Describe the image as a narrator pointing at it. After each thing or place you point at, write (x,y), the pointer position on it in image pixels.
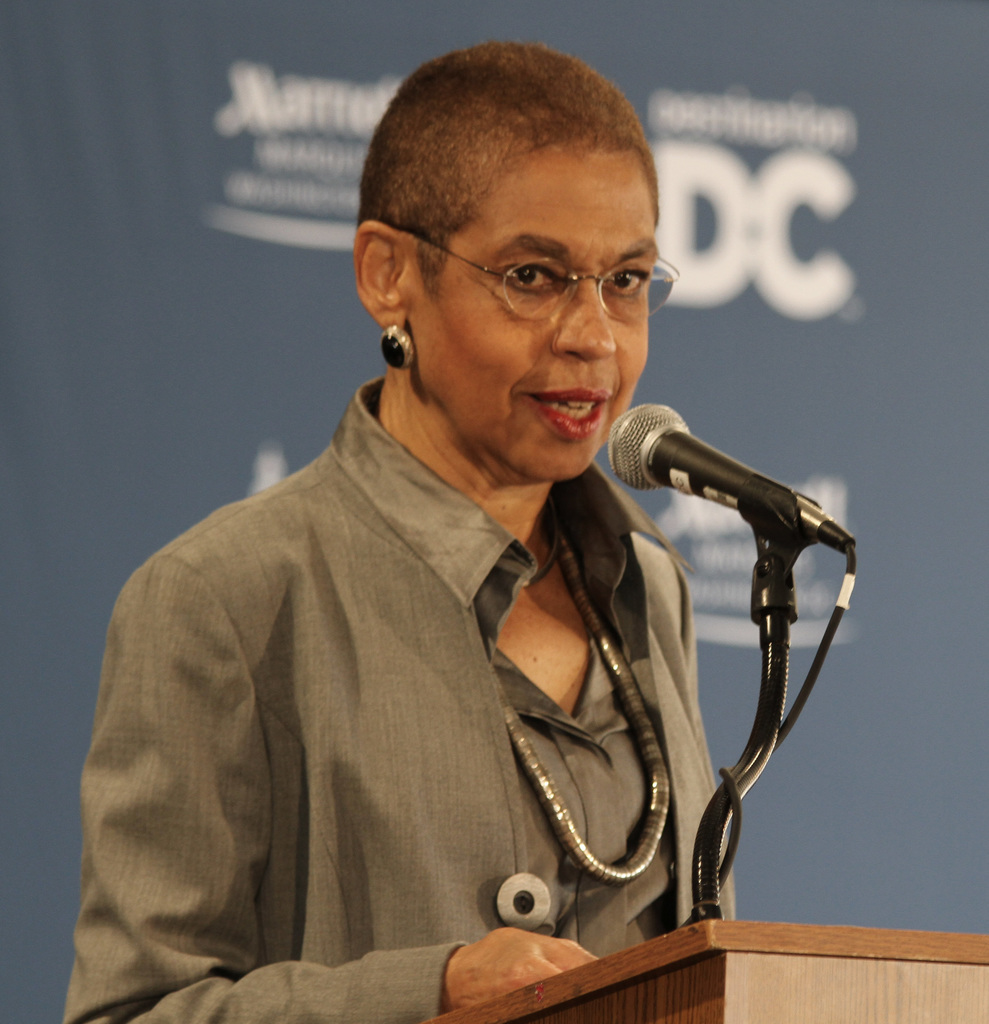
In this picture we can see a woman (639,885) wore a spectacle (483,270) and standing at the podium (917,966) and speaking on mic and in the background (683,375) we can see a banner (864,271).
